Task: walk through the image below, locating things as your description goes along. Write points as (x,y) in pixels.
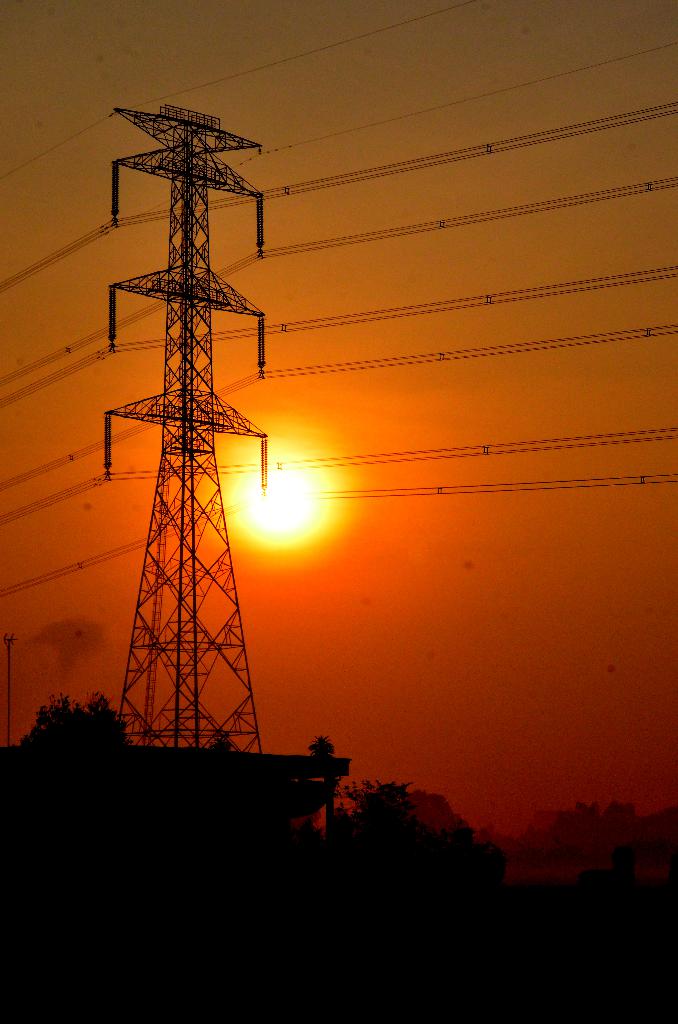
In this image I can see few trees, an electric tower (168,149) and number of wires (457,103) in the front (369,491). In the background (387,446) I can see the sun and the sky (287,380).
